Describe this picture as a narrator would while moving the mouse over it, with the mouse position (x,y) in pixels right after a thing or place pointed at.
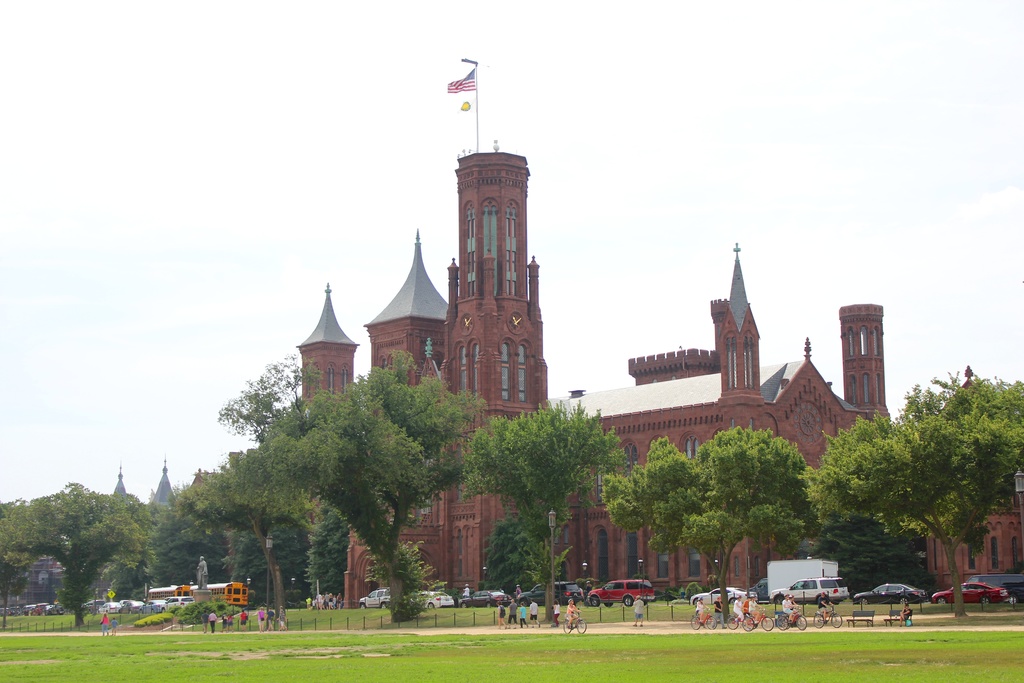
This image consists of a building (584,392) in red color. At the top (468,85), there is a flag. At the bottom (329,651), we can see many persons (828,614) walking and cycling on the ground (817,635) and there is green grass (447,619). In the front (471,485), there are many trees (583,485). At the top (395,77), there is sky (383,61).
